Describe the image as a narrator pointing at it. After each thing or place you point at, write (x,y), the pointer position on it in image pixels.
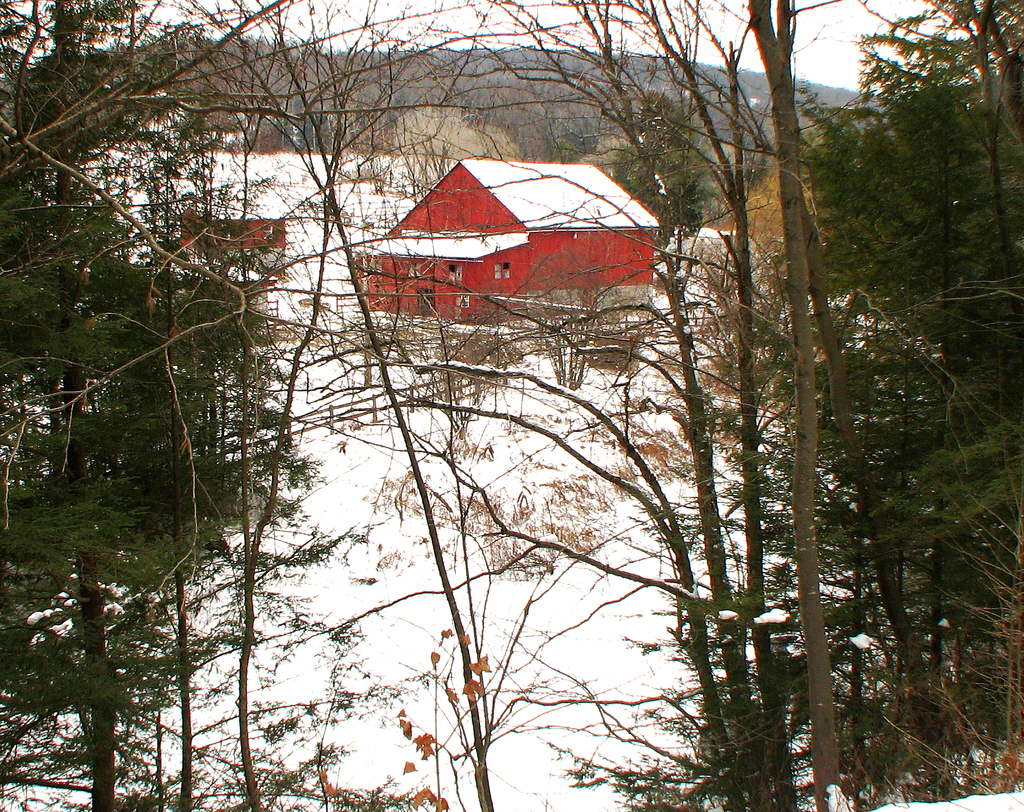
In this image we can see trees (744,582) and snow (373,649). In the background of the image (302,213) there are trees (471,101), house (514,197), snow (514,197), sky (761,70) and other objects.
